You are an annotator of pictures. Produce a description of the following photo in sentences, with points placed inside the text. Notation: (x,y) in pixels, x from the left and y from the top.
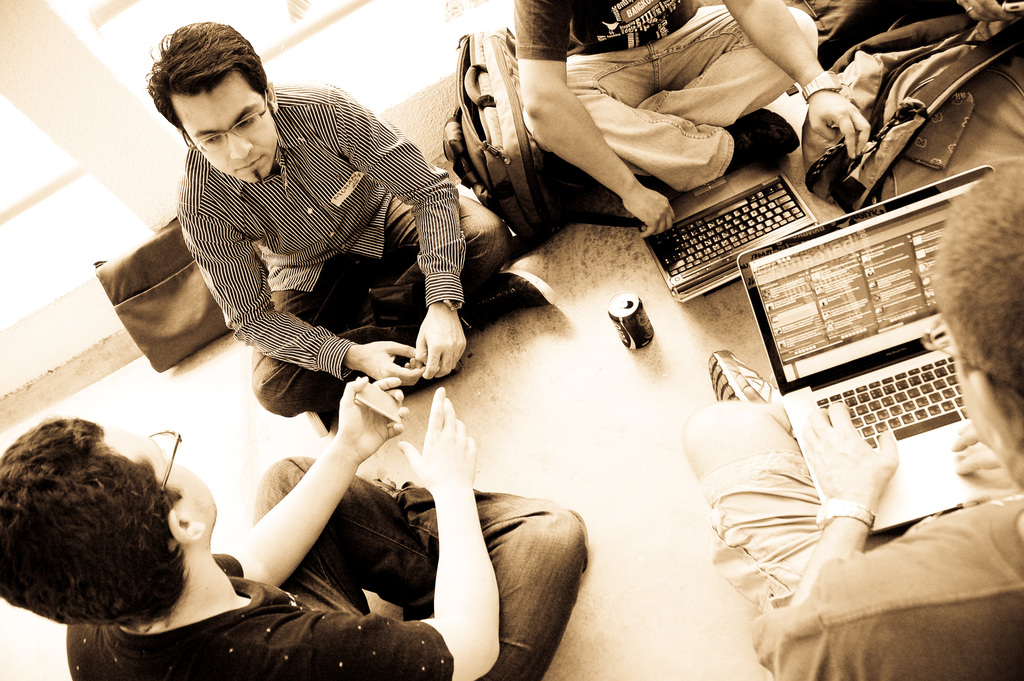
In the foreground of this image (739,439), on the floor (628,409) there are few people (260,242) sitting and also we can see two bags (518,170), laptops (780,251), a tin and an object (959,103) in the right top corner (923,60).
